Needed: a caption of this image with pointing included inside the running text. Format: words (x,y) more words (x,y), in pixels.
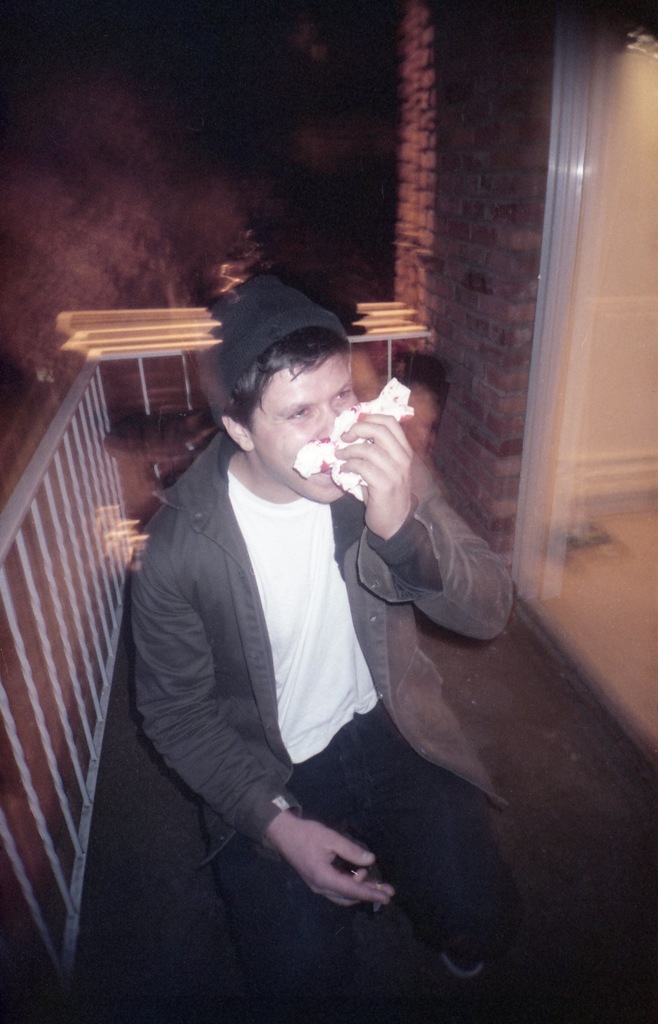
In this image we can see a person (333,583) sitting and covering his nose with a handkerchief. On the backside (164,341) we can see a railing (111,513) and a wall (420,224).
